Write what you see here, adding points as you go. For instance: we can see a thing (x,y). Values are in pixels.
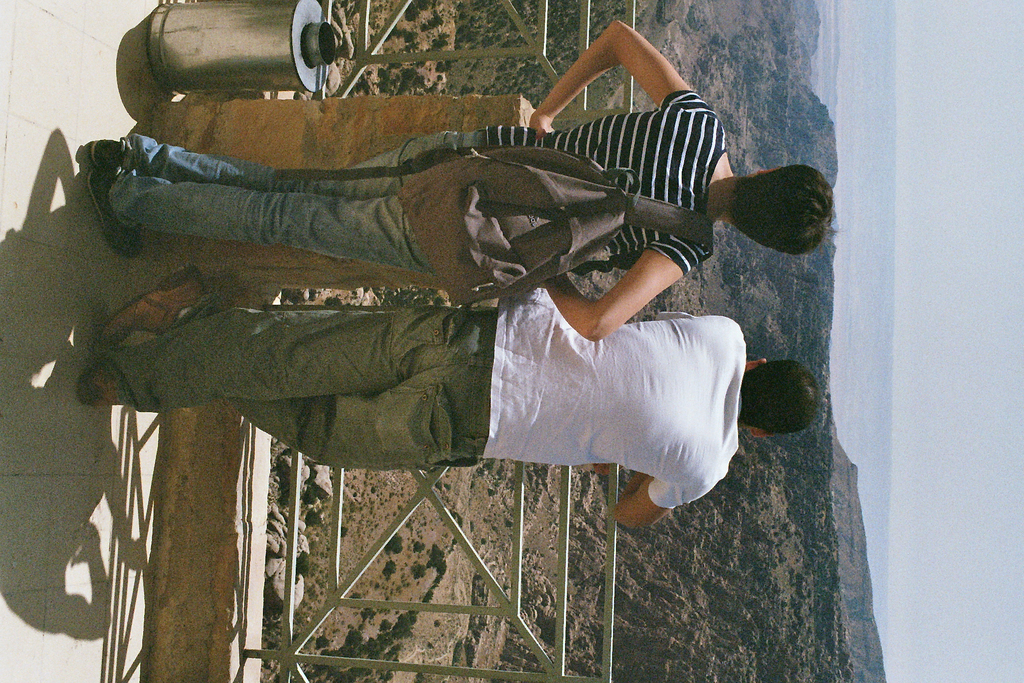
In this picture there are two people (626,268) standing and there is a person (382,189) carrying a bag (593,235) and we can see object (176,39) on the floor (27,355) and fence (331,574). In the background of the image (751,588) we can see hills (703,268) and sky (1017,590).
